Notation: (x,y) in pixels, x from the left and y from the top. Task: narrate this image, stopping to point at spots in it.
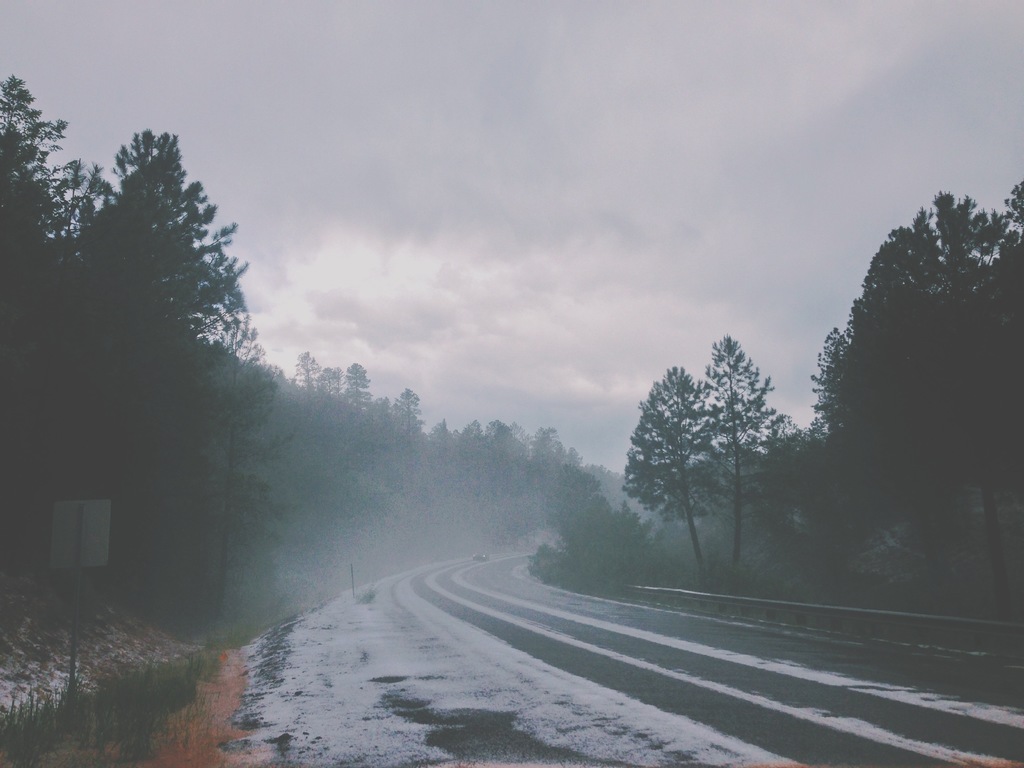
In this image, there are trees (595,565) and snow (390,716) on the road (555,706). In the background (405,364), there is the sky (299,255). At the bottom left side of the image (74,582), I can see a board (58,558) to a pole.
